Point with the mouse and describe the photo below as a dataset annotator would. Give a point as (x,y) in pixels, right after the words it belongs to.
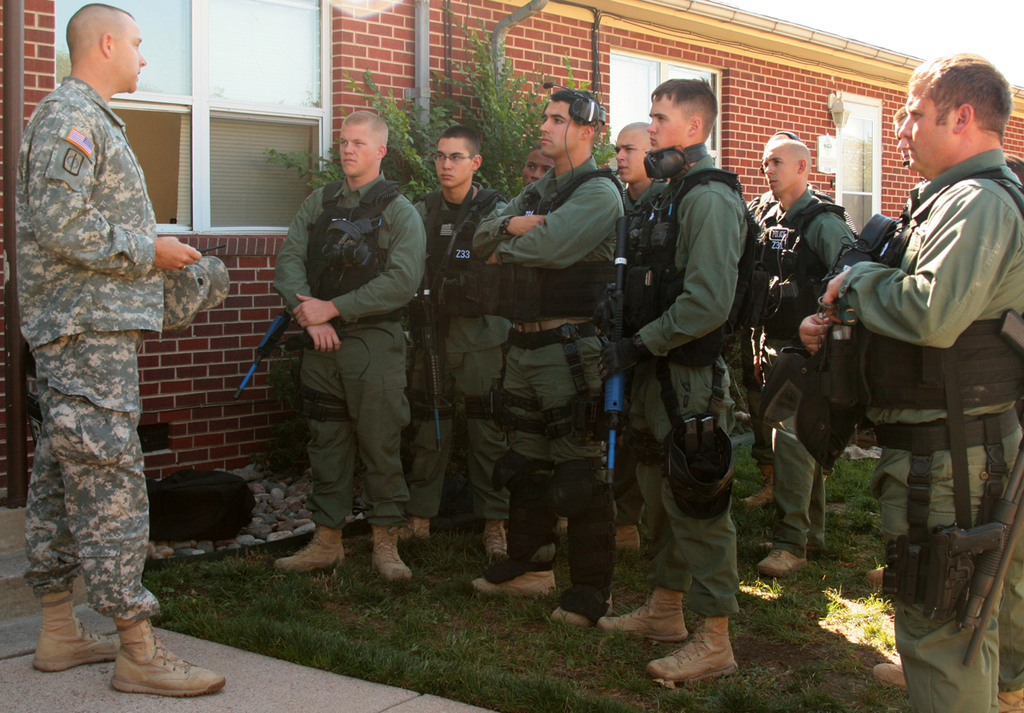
In this image we can see men (336,470) standing on the floor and ground (566,648). In the background (483,143) there are trees (449,105), buildings (229,70), stones (299,488) and sky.
